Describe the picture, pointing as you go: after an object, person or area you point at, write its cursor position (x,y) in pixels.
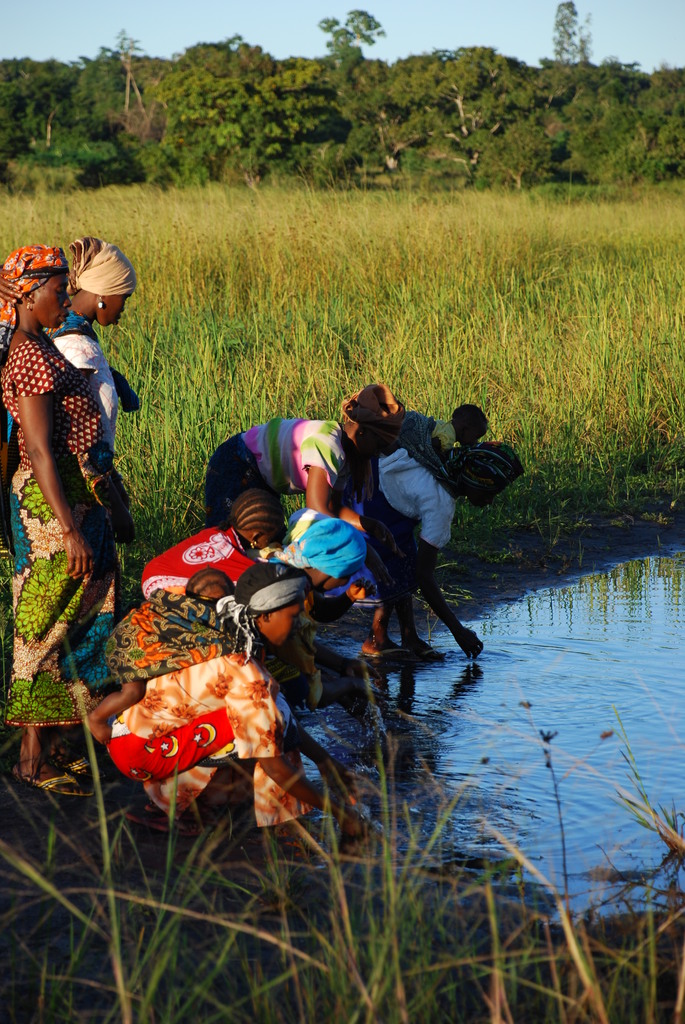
In this image there is the sky (276,22) towards the top of the image (497,33), there are trees (441,74), there is grass (604,736), there is water (558,661) towards the right of the image (556,610), there are group of women (101,381) towards the left of the image (212,643).
